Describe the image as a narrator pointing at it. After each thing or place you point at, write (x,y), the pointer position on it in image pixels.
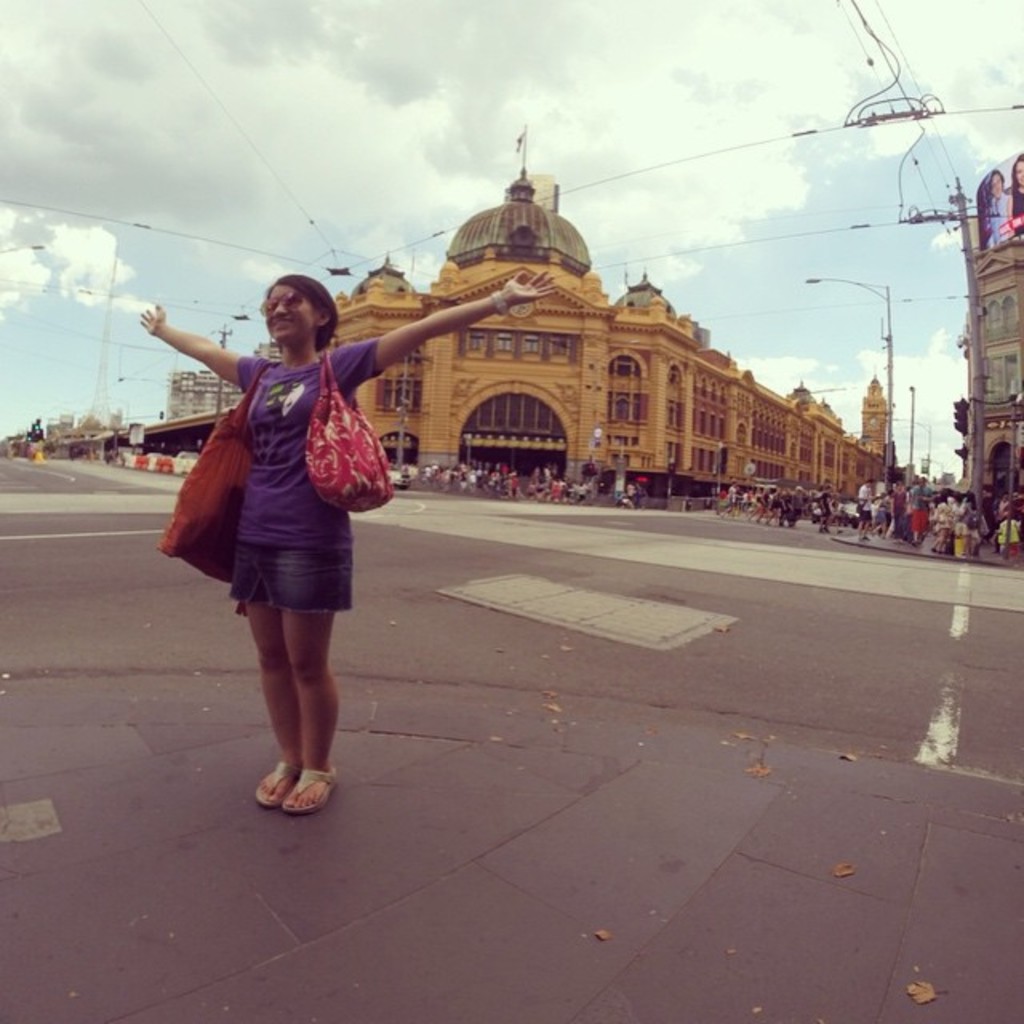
In this image I can see the person (270,690) standing on the road (261,723). The person (272,569) is wearing the purple color dress (241,524), goggles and the bags (224,456). In the background (640,500) I can see the group of people (727,511) with different color dresses (838,501). To the side of the road (682,524) I can see the poles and the buildings (571,393). I can also see the sky (568,209) in the back (408,177).
